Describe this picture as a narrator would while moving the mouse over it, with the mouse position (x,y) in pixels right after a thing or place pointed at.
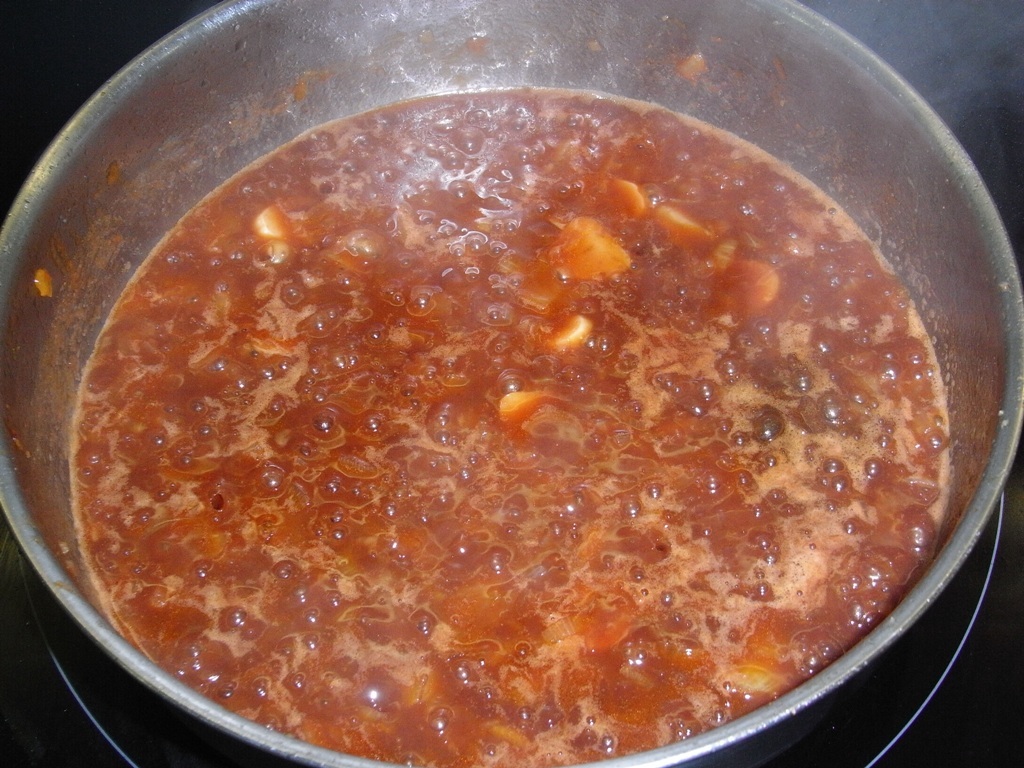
In this image we can see the preparation of food (470,337) in the vessel (221,85).
